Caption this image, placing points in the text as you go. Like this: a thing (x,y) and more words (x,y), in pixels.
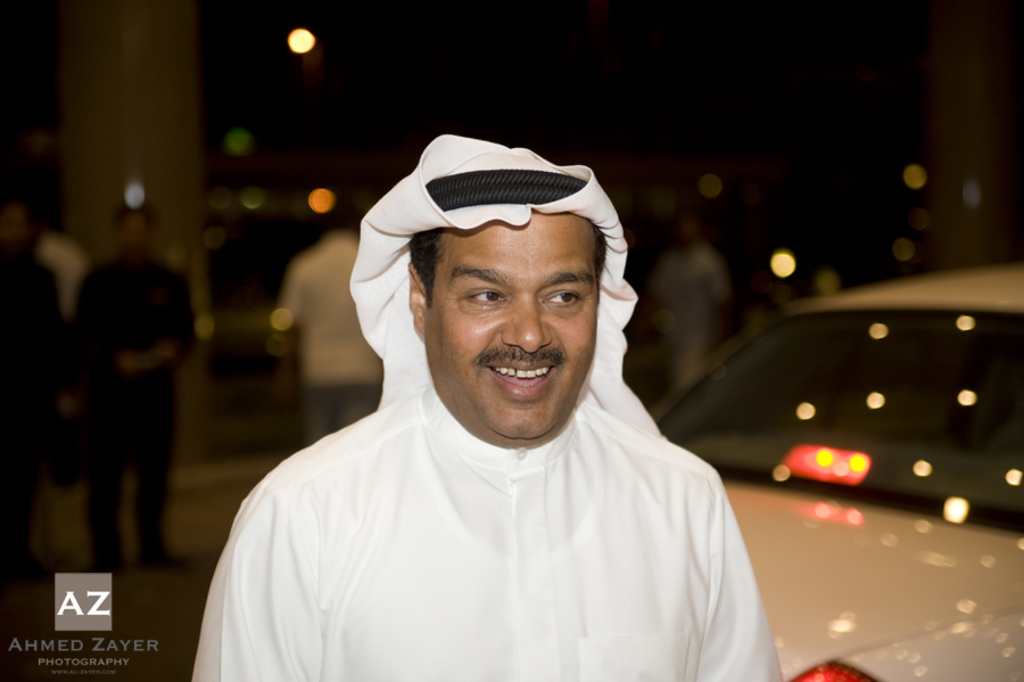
The man (495,351) in front of the picture wearing the white shirt (580,554) and white headscarf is standing and he is smiling. Behind him, we see a white car (787,555) and people (119,373) are standing on the road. In the background (190,130), we see a pillar (195,166) and the lights (781,257). This picture is blurred in the background (213,408).
